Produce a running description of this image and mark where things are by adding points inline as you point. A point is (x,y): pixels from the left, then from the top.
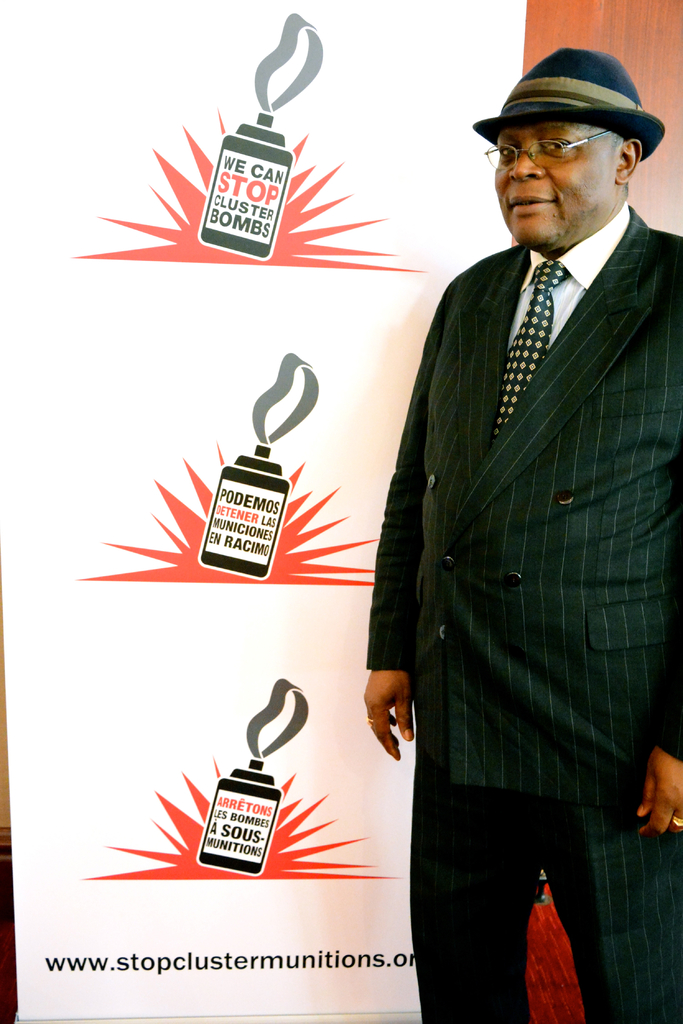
In this image I can see the person (609,507) wearing the black and white color dress (613,524). He is also wearing the specs (538,156) and the hat (533,88). To the side of the person (530,111) I can see the banner (159,639).
